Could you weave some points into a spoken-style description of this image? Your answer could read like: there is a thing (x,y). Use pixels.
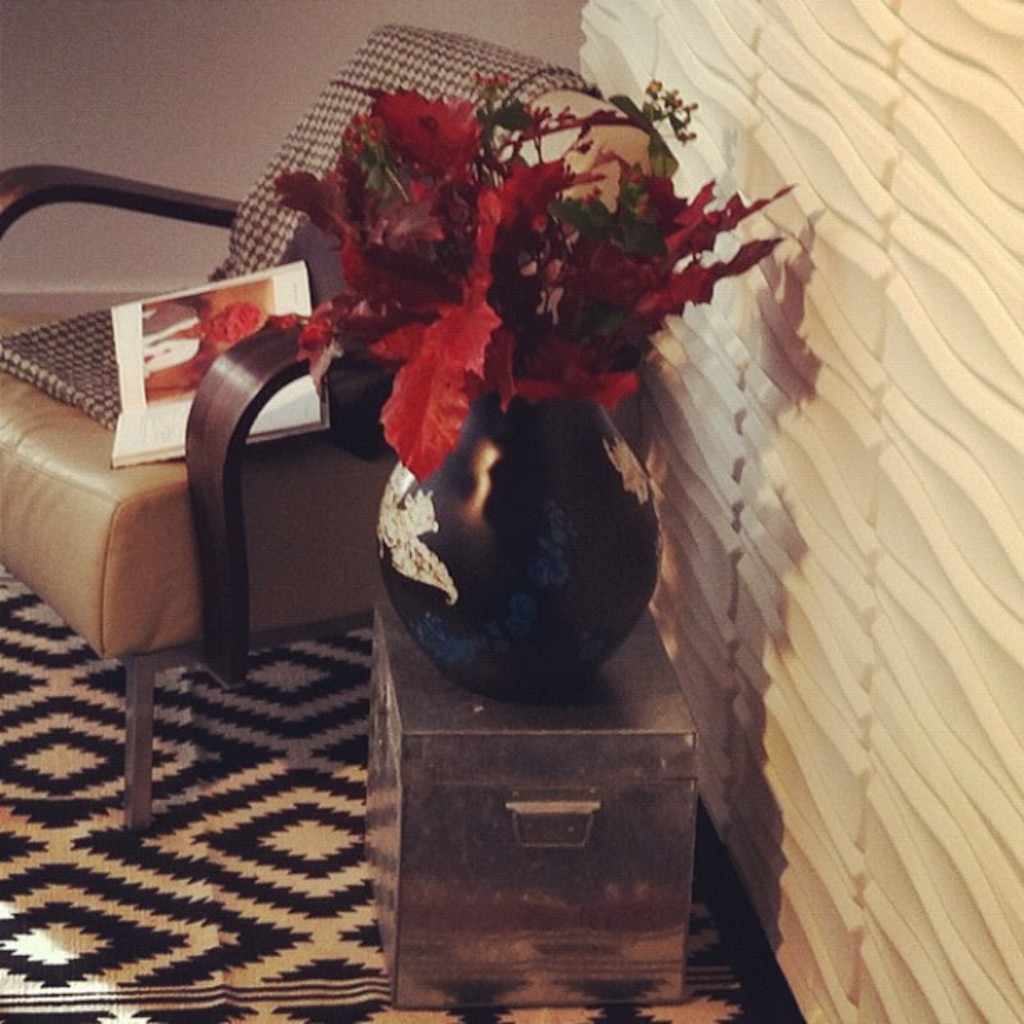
In this picture we can see a chair (238,520) here, in front of it there is a flower vase (549,499), we can see flowers (511,281) here, there is a book (187,392) present on the chair (218,577), at the bottom (272,855) there is mat (272,853), we can see a wall (162,173) in the background (148,72).
